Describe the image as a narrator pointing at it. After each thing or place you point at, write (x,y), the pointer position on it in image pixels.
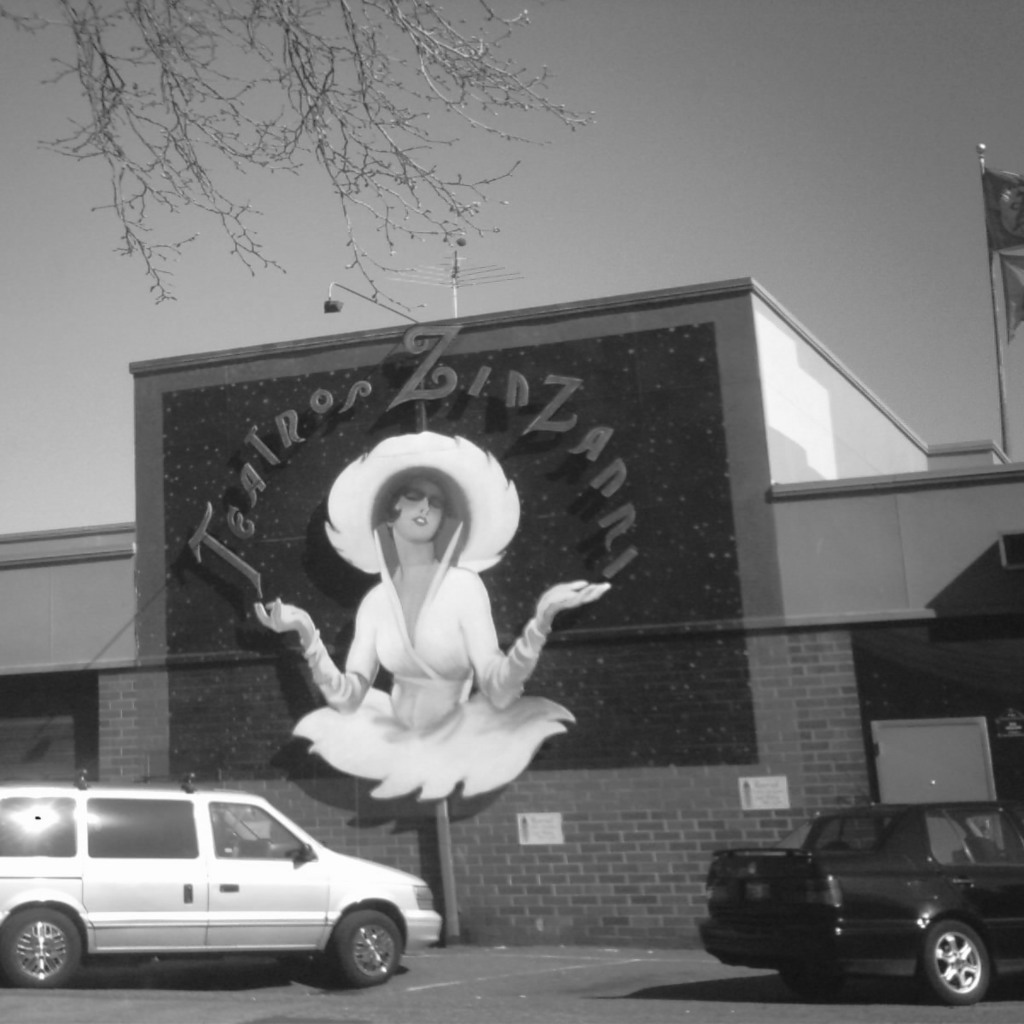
In the center of the image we can see two vehicles (724,959) on the road (670,956). In the background (551,141), we can see the sky (827,125), branches (495,51) without leaves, one building (971,601) with some text (540,421) and a person's image (479,659) and some objects (1007,215).
